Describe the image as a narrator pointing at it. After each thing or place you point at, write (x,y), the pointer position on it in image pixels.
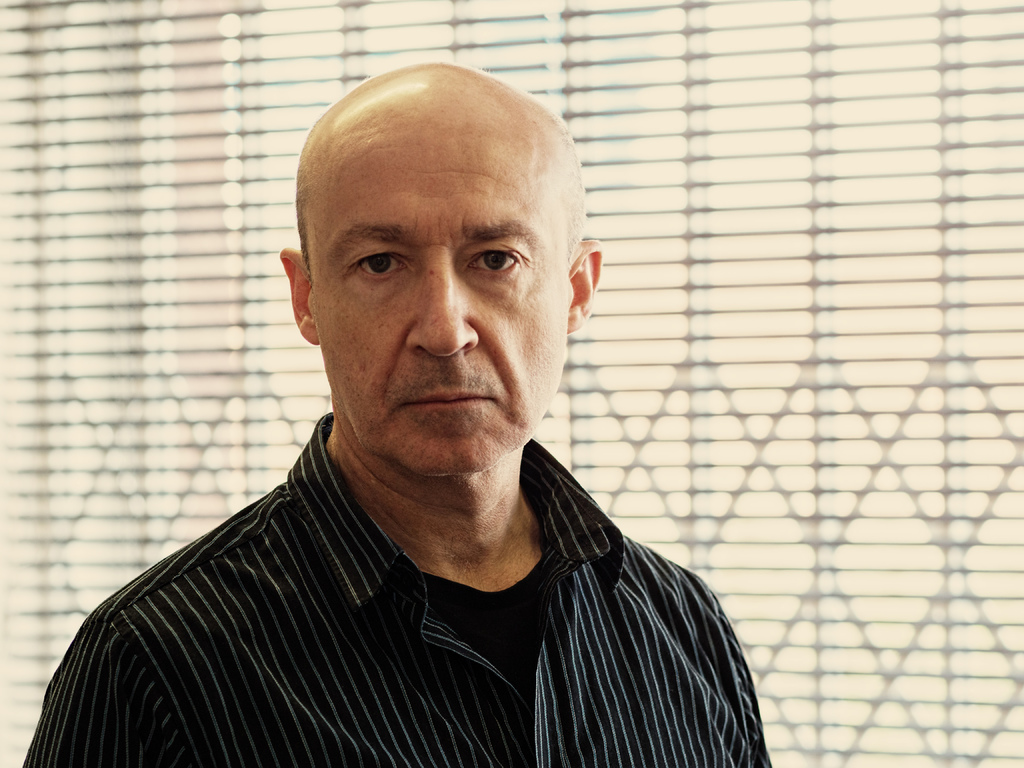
In the center of the image (359,327) there is a person (446,640). In the background (815,75) there is window (862,448).
